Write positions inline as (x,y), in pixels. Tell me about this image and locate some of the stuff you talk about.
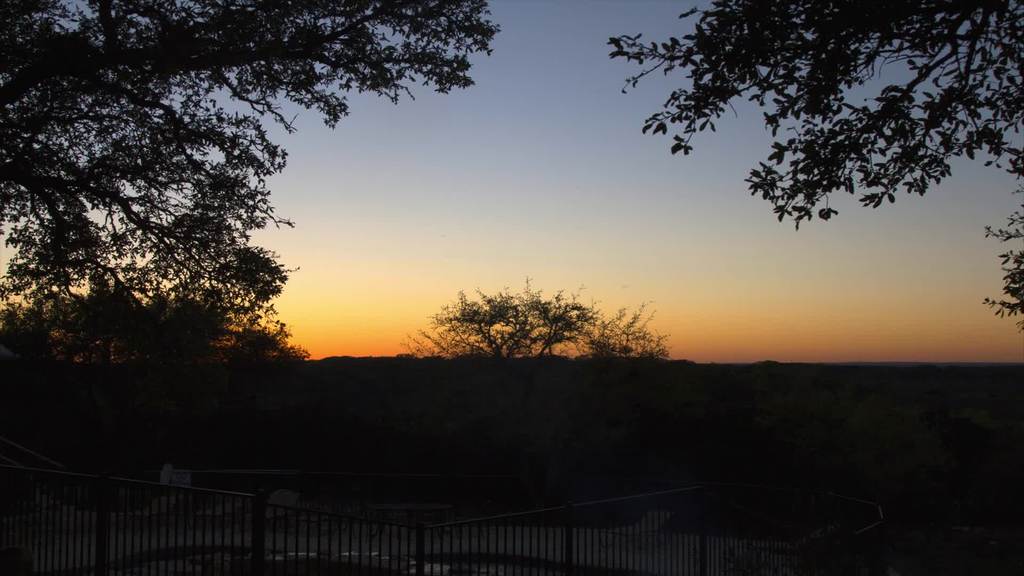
In this image we can see an iron railing (572,505), few trees (525,323) and sky (582,210) in the background (534,196).
